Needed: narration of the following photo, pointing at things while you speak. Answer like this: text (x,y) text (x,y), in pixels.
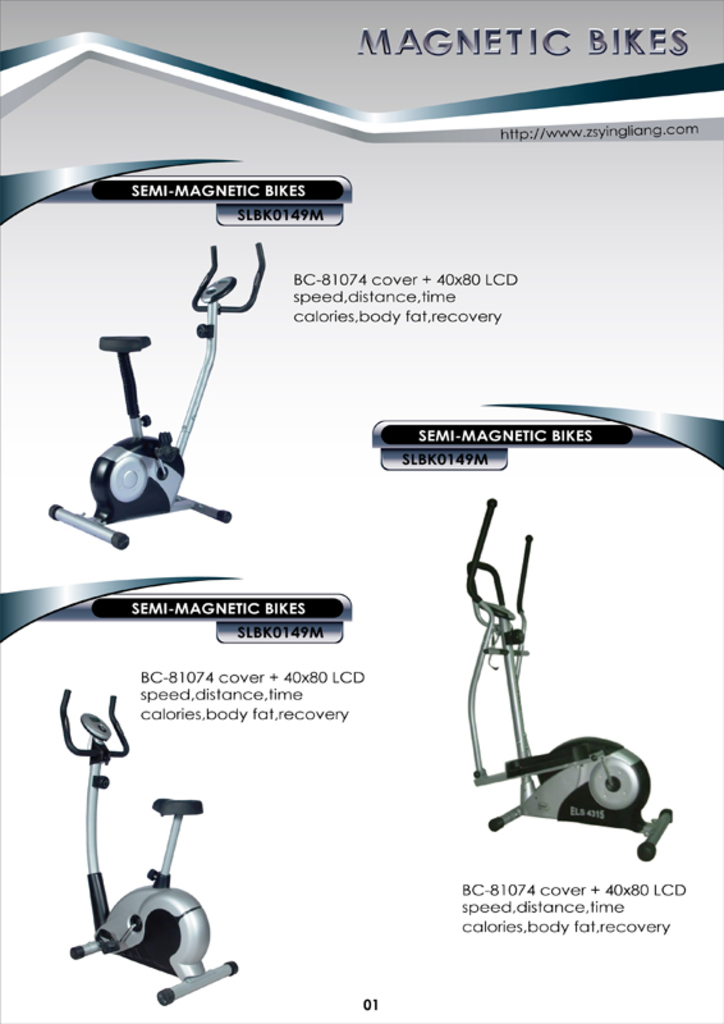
In this picture we can see a poster (342,149), we can see images of three magnetic bikes (193,414) and some text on the poster (423,264).
